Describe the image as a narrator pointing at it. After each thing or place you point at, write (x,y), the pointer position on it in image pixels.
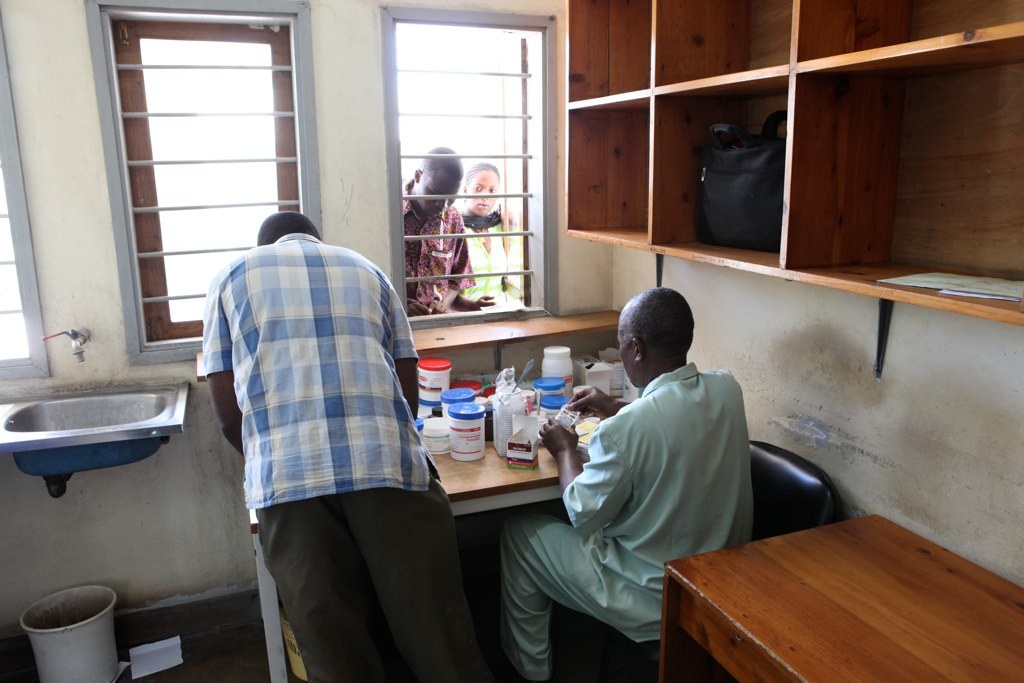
In this image I can see four people (556,553). To the right (843,187) there is a cupboard (846,175) and a bag (782,206) inside the cupboard (806,227). To the left (96,433) there is a sink (149,408) and on the table (509,482) there are some containers (507,419).
